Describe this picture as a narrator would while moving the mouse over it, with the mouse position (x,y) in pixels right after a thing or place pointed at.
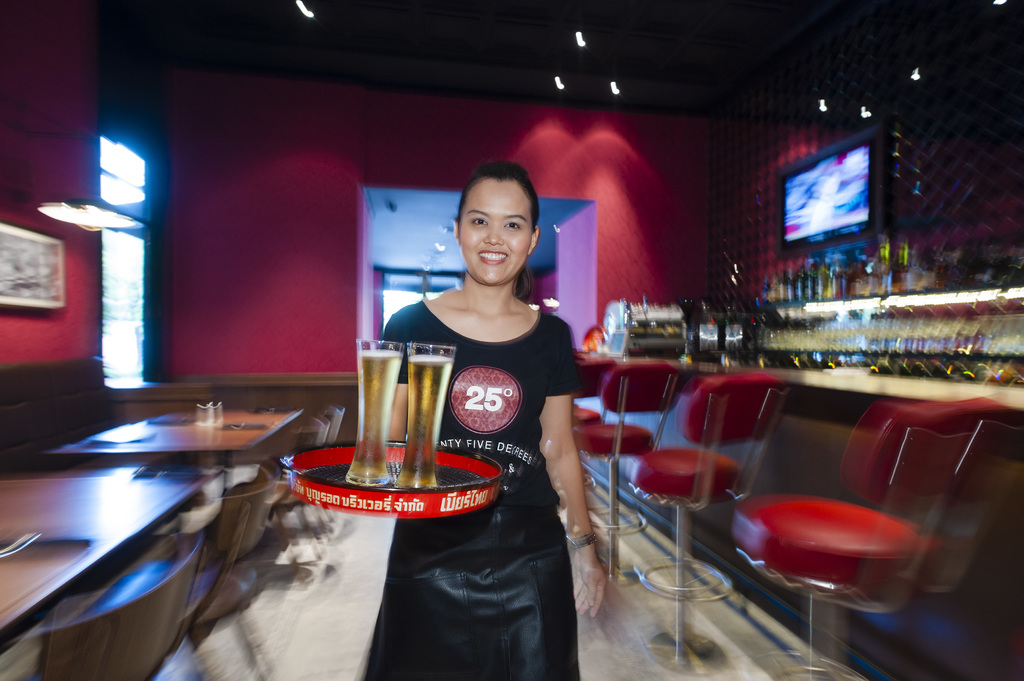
This picture shows a woman (377,680) standing and holding beer glasses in the tray (459,494) and we see a television (791,231) and few chairs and tables (180,491) around.
